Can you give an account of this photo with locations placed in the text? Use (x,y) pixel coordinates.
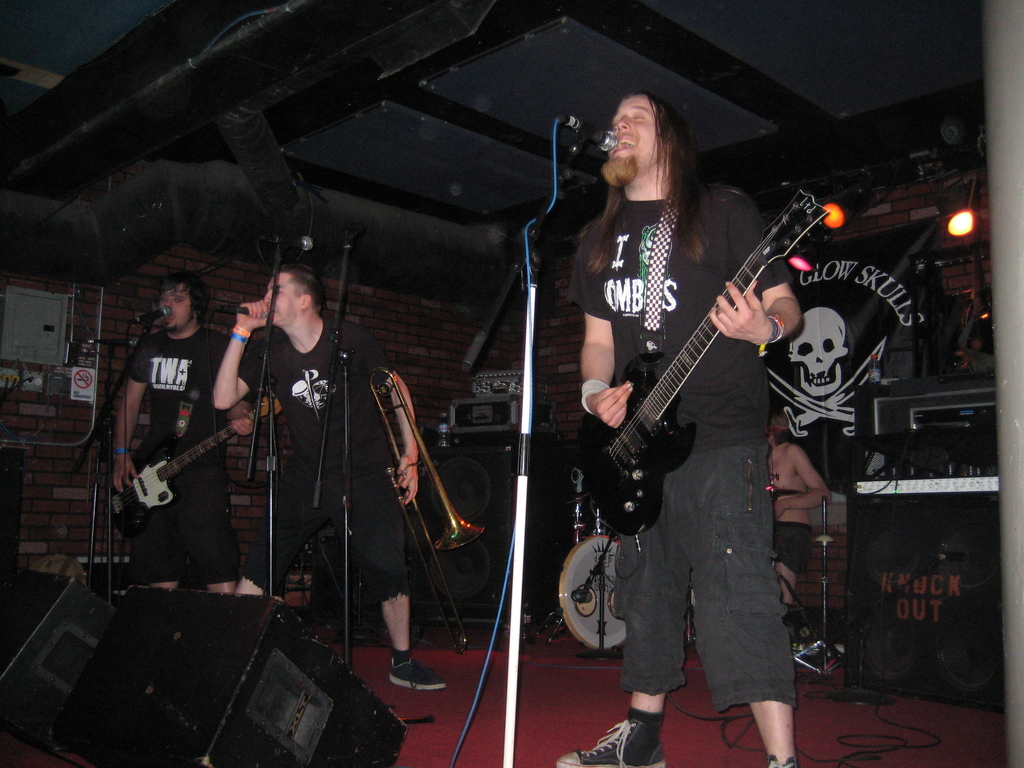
This is the image of a musical band (755,424). There are people (363,468) playing musical instruments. There are mics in front of them. They all are singing. Two of them (168,379) are playing guitar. One man (297,405) in the middle (356,397) is holding a trombone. Behind a person (791,542) is playing drums (569,575). In the background (818,433) there is banner (843,291), lights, musical instruments (934,422). In the bottom left (130,679) there is speaker (122,667). On the top (334,103) there is a roof (408,138).
